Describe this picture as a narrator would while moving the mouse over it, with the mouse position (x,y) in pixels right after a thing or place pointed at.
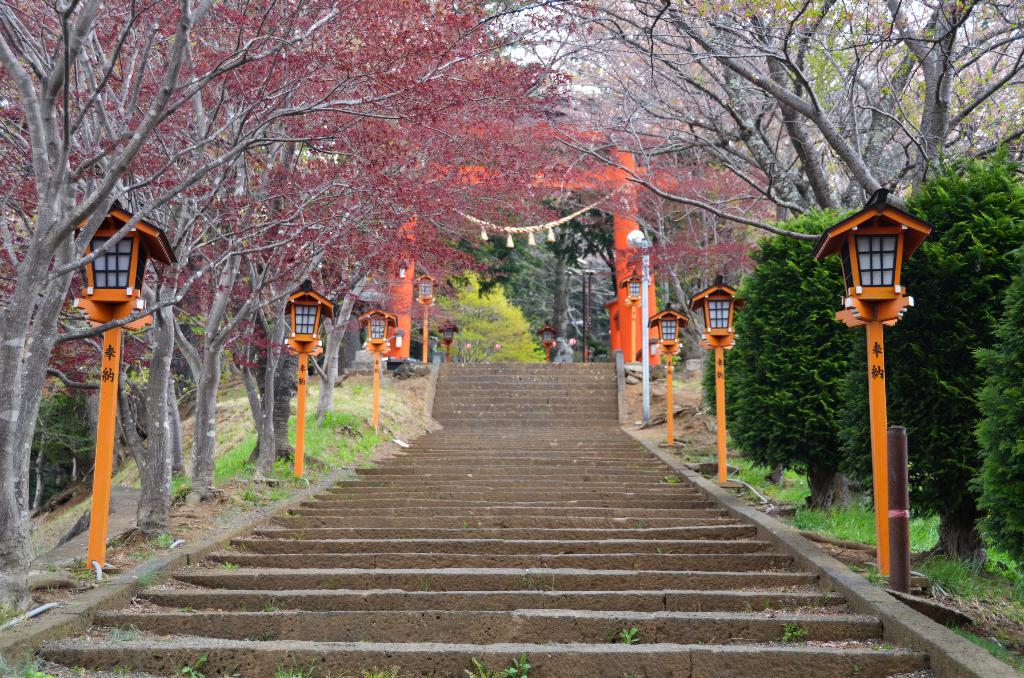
In the picture I can see some stairs (395,453), there are some lamps (663,318), trees (359,247) on left (292,432) and right side of the picture (821,307) and in the background of the picture (620,346) there is an arch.
